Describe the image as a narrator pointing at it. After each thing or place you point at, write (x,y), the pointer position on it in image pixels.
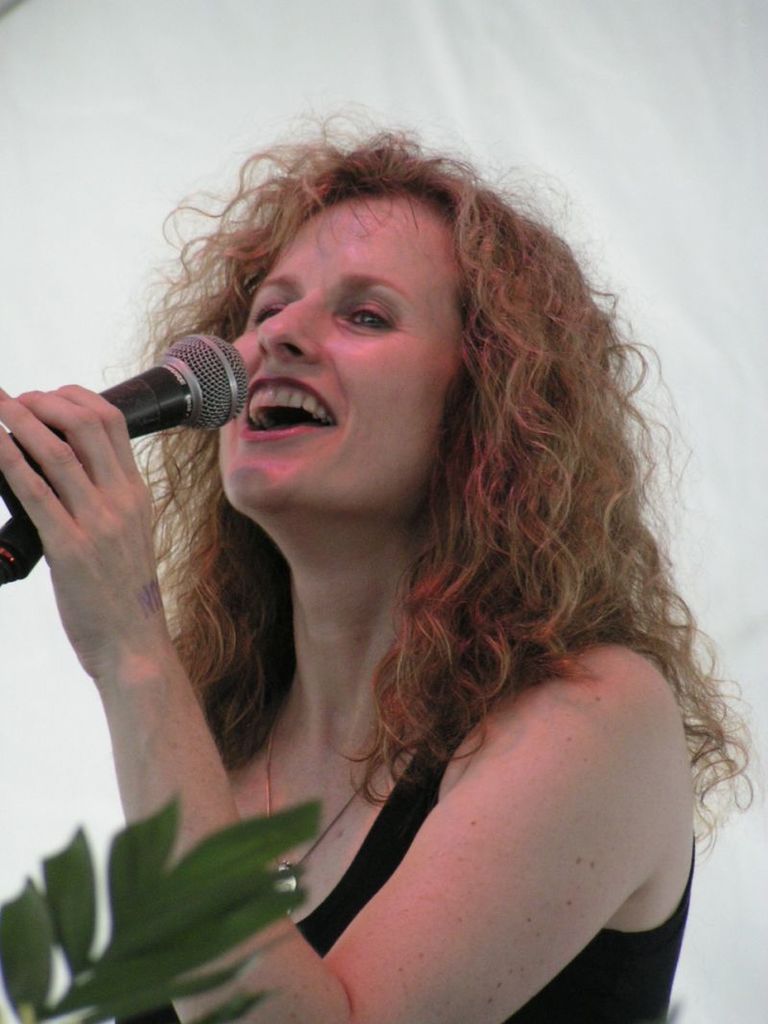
Here we can see a woman (419,275) singing with a microphone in her hand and at the bottom left (229,850) we can see leaves (236,1002).
